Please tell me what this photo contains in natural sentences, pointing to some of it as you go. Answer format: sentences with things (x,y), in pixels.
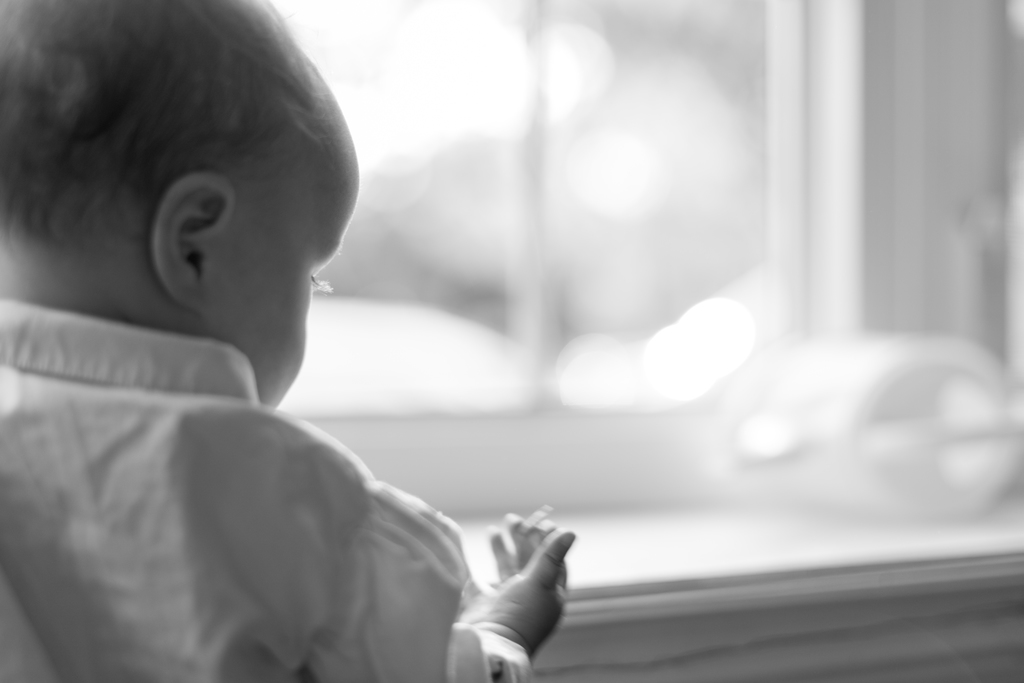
In this picture I can observe a baby (281,292) on the left side (239,280). The background (470,95) is completely blurred. This is a black and white image.
